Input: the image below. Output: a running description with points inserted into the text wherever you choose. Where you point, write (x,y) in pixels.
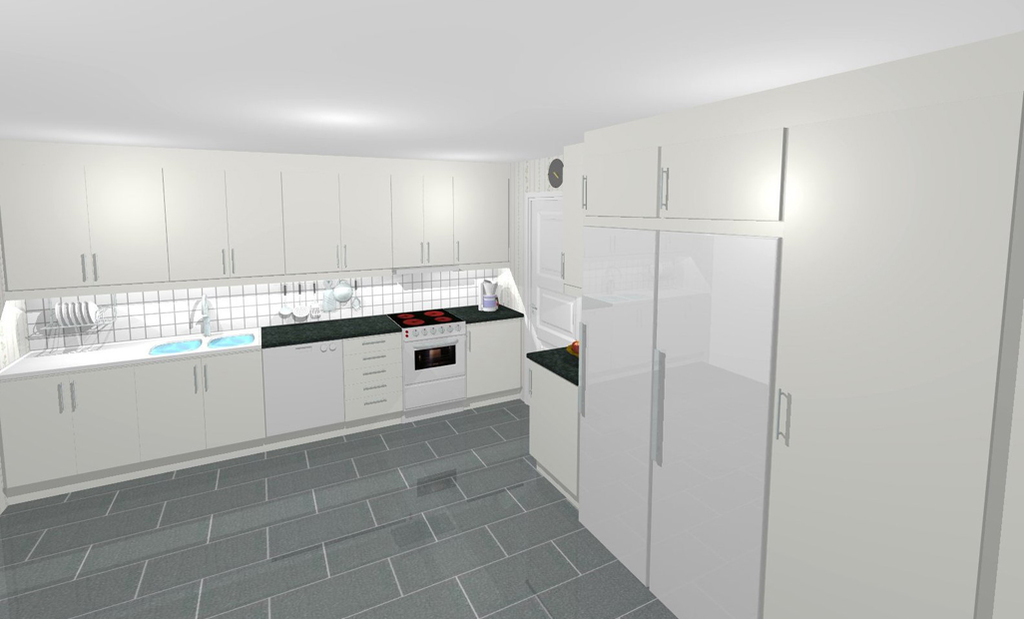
In this image I can see few plates (89,322), stove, an oven (445,353) on the counter top (330,336). At back (365,206) I can see cupboards (269,209) and wall (178,323) in white color.
